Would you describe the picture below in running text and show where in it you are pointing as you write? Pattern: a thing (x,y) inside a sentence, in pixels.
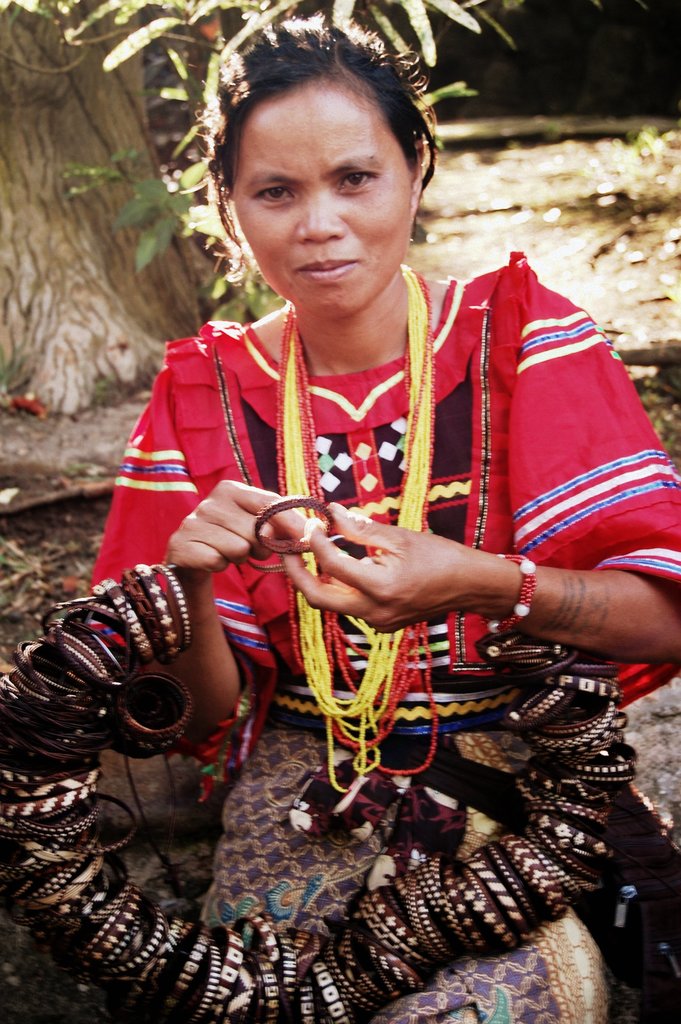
In this image we can see one woman (395,505) sitting on the ground (133,771) and holding objects (510,665). There is one tree (46,351) on the top left side of the image (82,56), some grass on the ground (8,453) and the top of the image (658,217) is dark.
